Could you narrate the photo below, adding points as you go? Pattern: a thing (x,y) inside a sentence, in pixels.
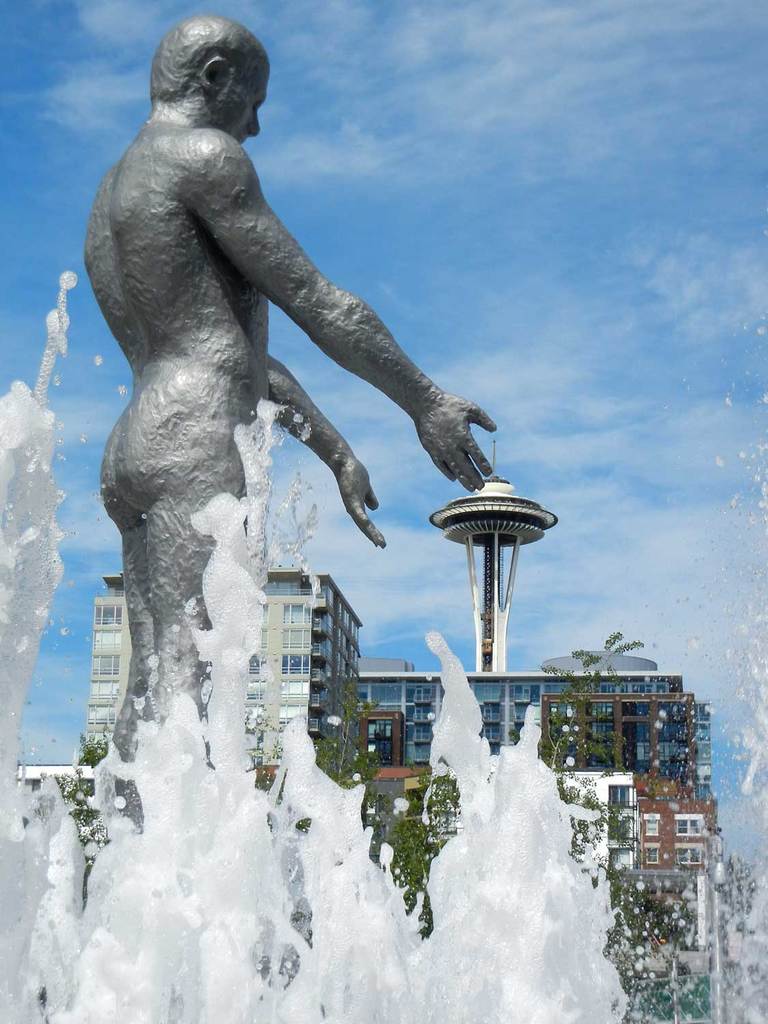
In this image there is the sky (530,194), there are clouds (544,395) in the sky (511,667), there are buildings (343,651), there is a tower (493,606), there are trees (444,807), there is a sculpture (224,340), there is a fountain (312,825).
